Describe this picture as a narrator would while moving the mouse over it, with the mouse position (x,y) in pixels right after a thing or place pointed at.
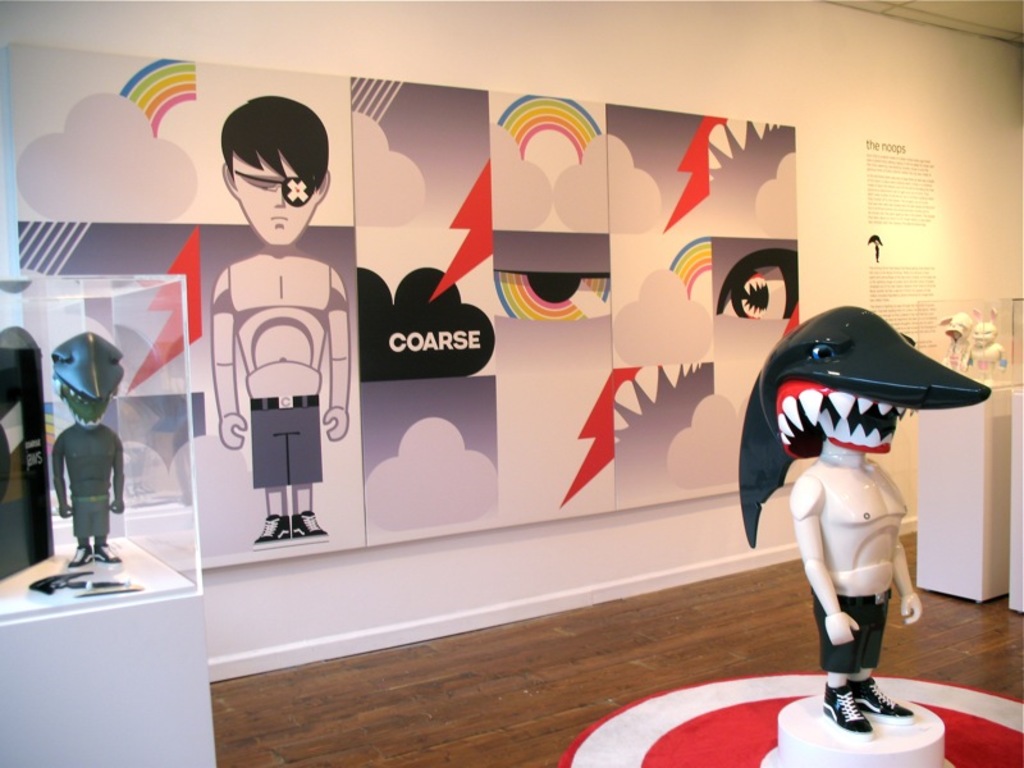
In this image there is a wall (635,56) in the background (635,56). On the wall (695,60) there is a poster (437,298). In the middle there is a statue (856,612). On the left side (68,443) there is a statue (69,436) which is kept in the glass box (127,374). On the right side (958,338) there is another statue (983,335) which is also kept in the glass box (1003,317). At the bottom (439,678) there is wooden floor (485,690).
